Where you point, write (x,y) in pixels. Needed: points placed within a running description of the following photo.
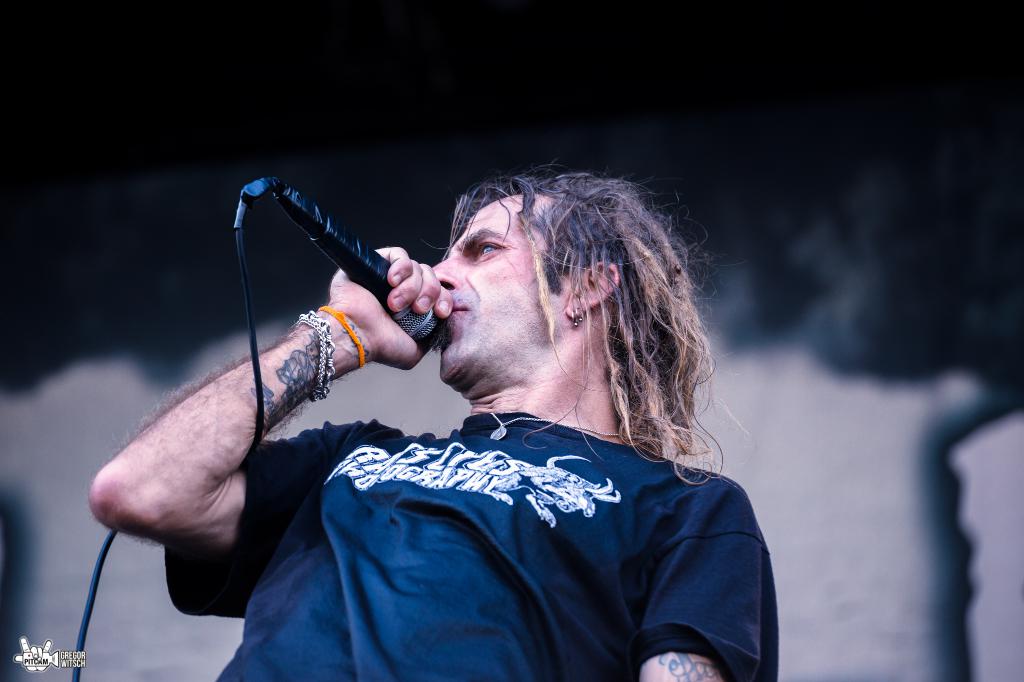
In this image we can see a person (515,524). A man (467,526) is holding a microphone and speaking into it.
